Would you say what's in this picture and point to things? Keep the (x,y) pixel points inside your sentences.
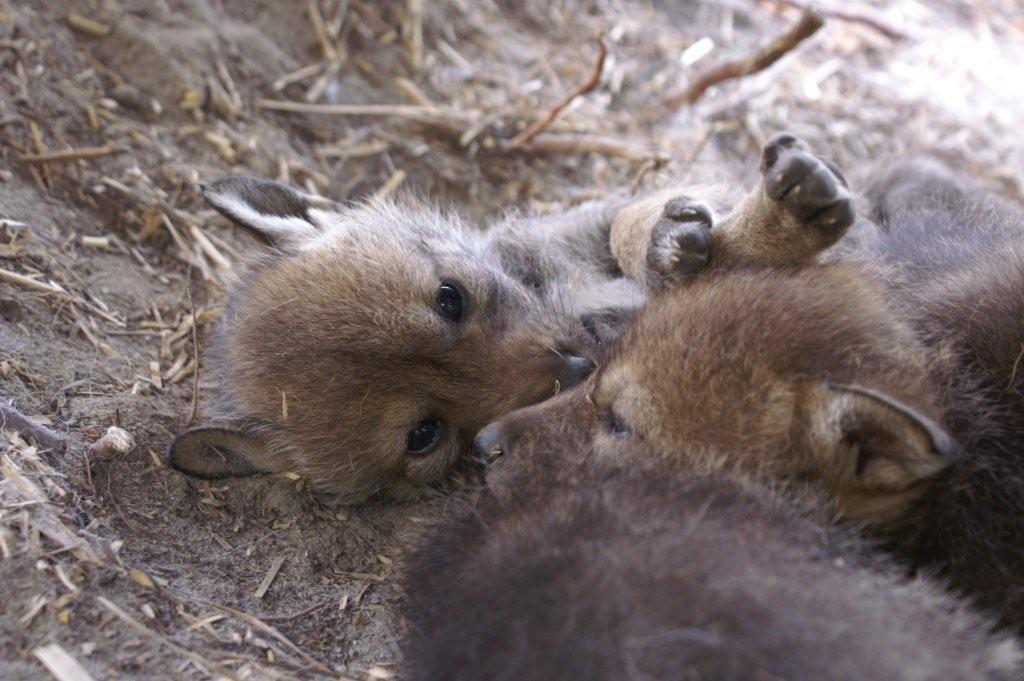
In this image there are animals (636,391) in the front (619,435) laying on the ground (7,632).
